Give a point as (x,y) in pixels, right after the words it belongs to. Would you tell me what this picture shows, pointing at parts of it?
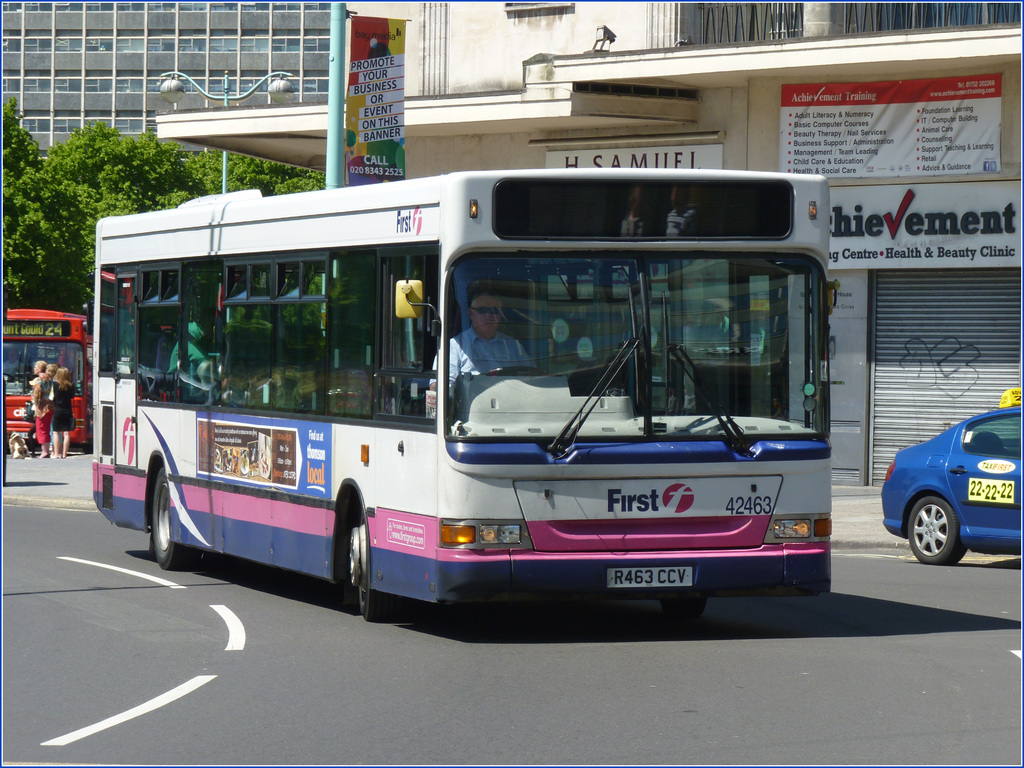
In this image I can see vehicles (666,489) on the road (550,653) and a group of people (46,445). In the background (367,160) I can see trees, boards (354,156), buildings (638,95), windows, light pole (329,92) and shops (885,252). This image is taken may be during a day on the road (206,717).
